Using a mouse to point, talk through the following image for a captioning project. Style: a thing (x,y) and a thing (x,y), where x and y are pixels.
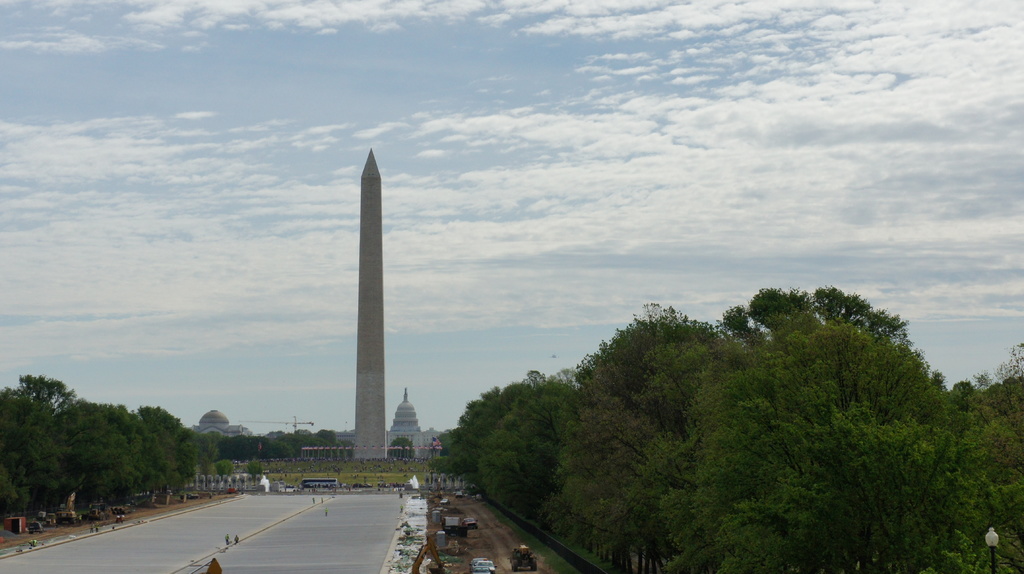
In this picture we can see people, vehicles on the road (312,550), here we can see a tower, buildings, trees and some objects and in the background (568,304) we can see sky (440,295) with clouds (462,266).
